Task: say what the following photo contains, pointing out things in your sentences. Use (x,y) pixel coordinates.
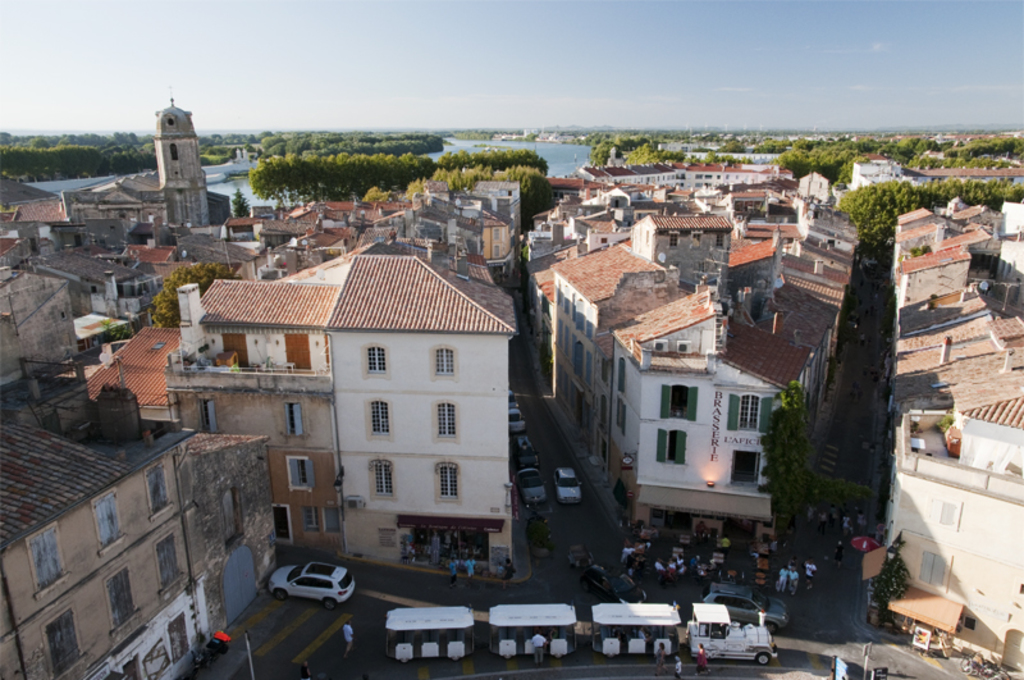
Here we can see buildings (397,370), windows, trees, water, antennas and clouds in the sky (500,46) and there are vehicles (342,597), few people (825,524) standing and walking on the road (605,507) and we can also see some other objects (833,672) on the road (814,593).
